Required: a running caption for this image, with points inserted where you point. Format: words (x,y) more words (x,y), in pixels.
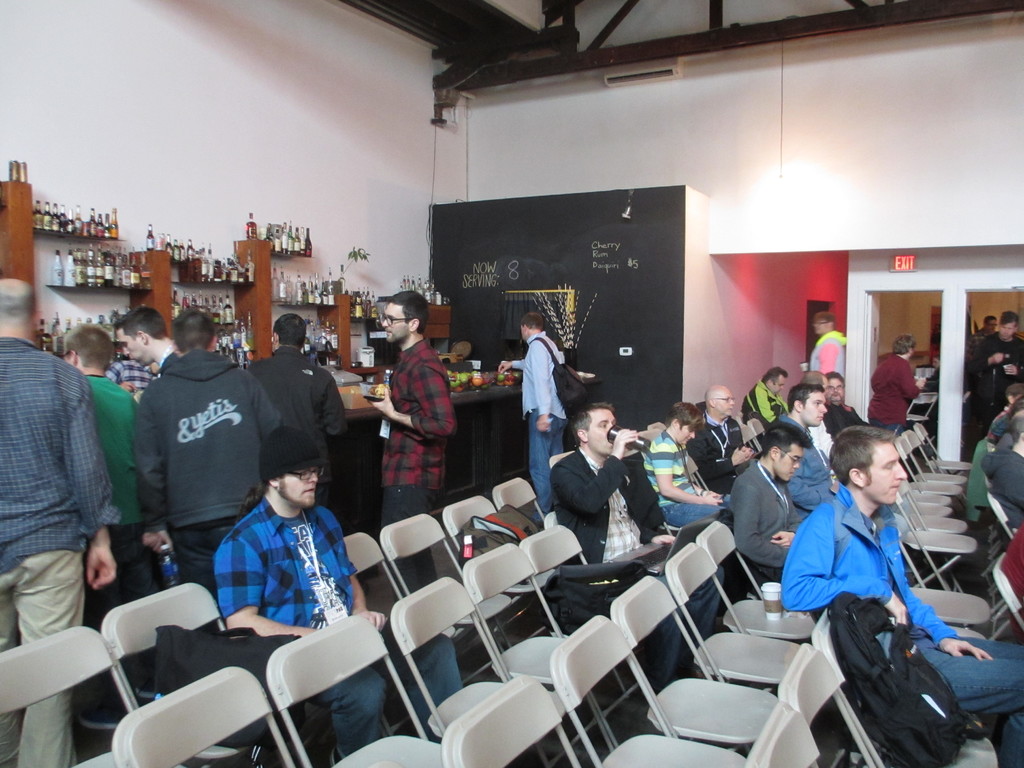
In this image, there are some persons (635,476) wearing clothes (733,469) and sitting on chairs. There are some other persons (208,411) wearing clothes (55,387) and standing in front of bottle racks (335,293). There are some chairs (750,678) at the bottom of the image (436,610).
